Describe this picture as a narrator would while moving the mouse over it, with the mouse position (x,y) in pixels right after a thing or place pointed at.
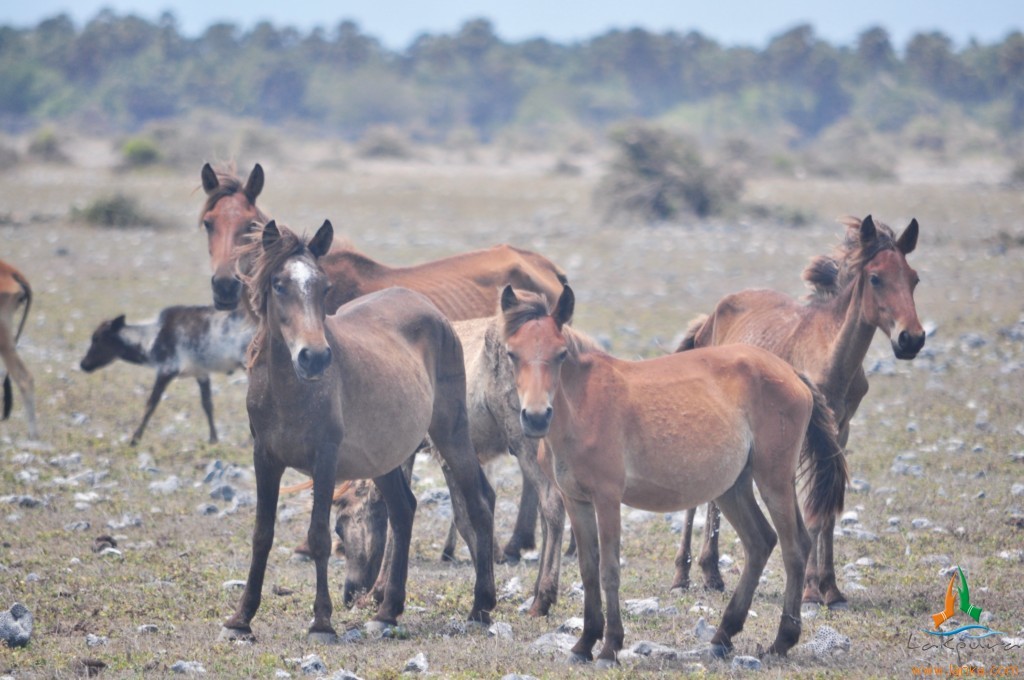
This image is taken outdoors. At the bottom of the image (443,619) there is a ground (123,538) with grass (166,595) on it and there are a few stones (28,612) on the ground (526,202). In the background (682,121) there are many trees (135,56) and plants (634,177) on the ground (67,195). At the top of the image (548,23) there is the sky (490,11). In the middle of the image (496,435) there are a few horses (627,417) and a calf (126,334) on the ground (228,535).
